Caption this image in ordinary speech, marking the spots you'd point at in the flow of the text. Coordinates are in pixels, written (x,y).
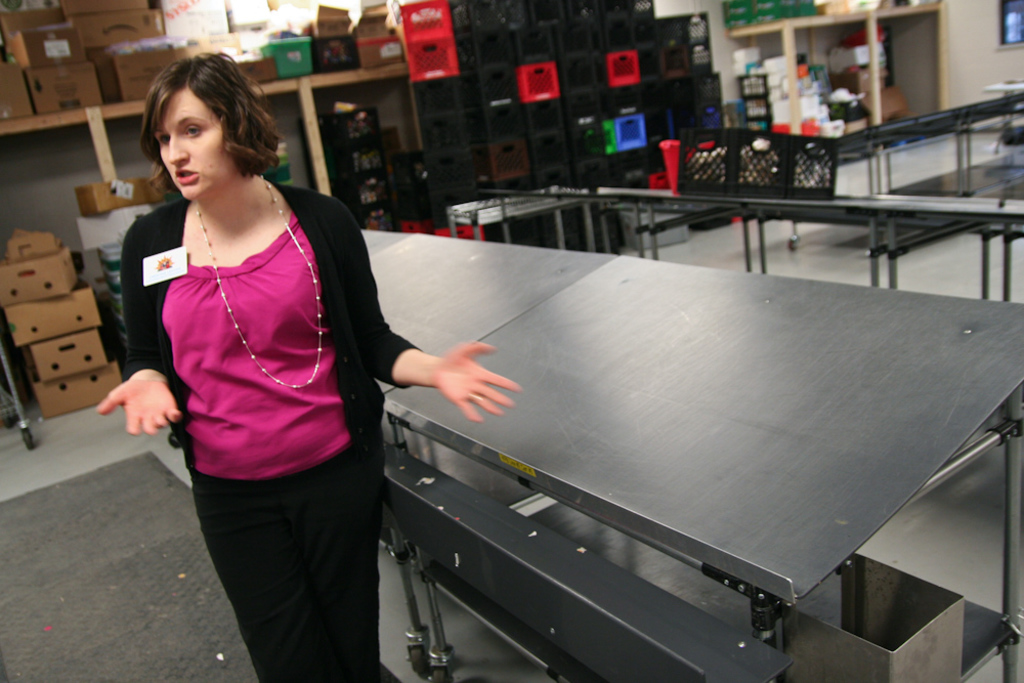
In this image, we can see some boxes (94,217) and containers (465,110). There is a person (397,376) in the left side of the image (327,486) wearing clothes (180,335) and standing in front of tables (804,211).
